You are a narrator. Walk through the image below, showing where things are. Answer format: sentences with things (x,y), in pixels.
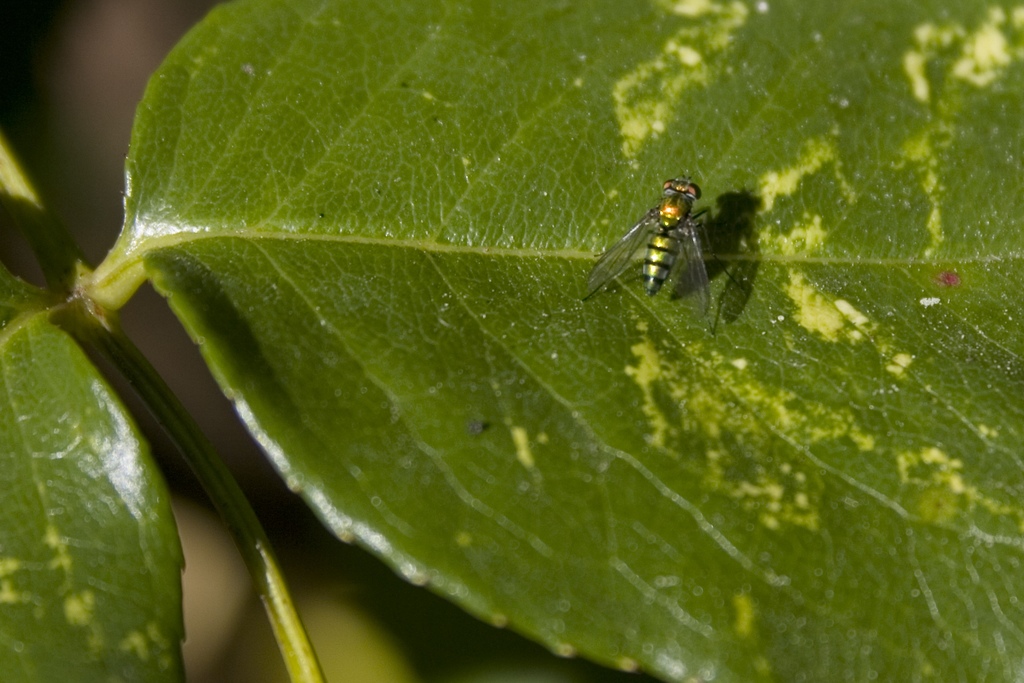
In this image we can see leaves (51,380) on a stem (156,371). On the leaf (528,361) there is an insect (658,234). In the background (235,444) it is blur.
